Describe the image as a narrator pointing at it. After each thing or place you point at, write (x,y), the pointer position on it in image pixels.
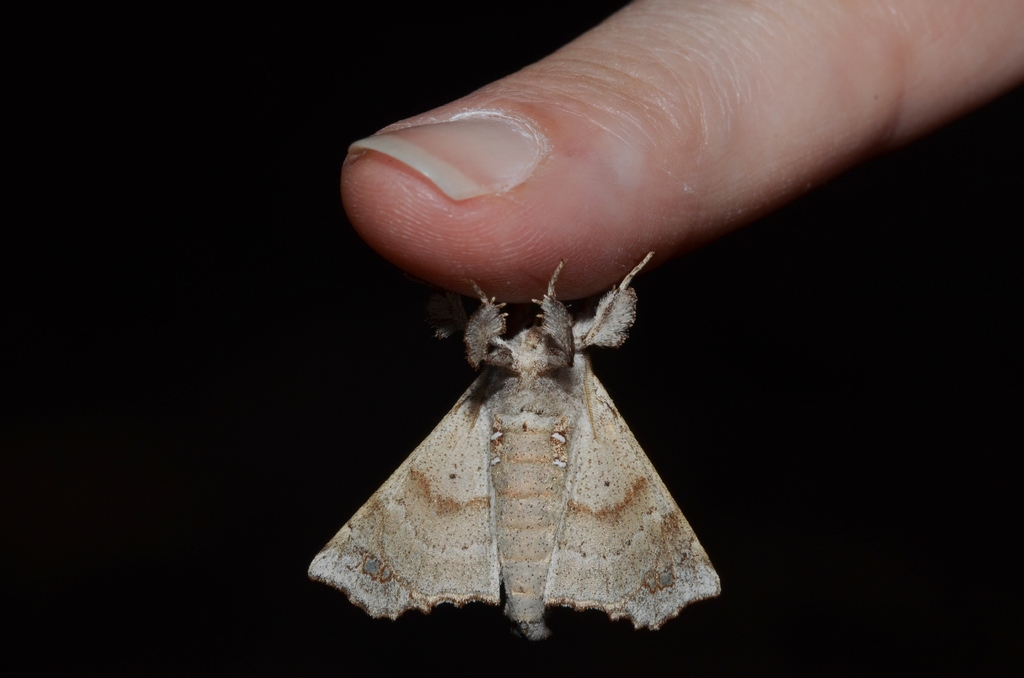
In this picture, there is an insect (476,439) holding the finger (626,240). It is in cream and brown in color.
